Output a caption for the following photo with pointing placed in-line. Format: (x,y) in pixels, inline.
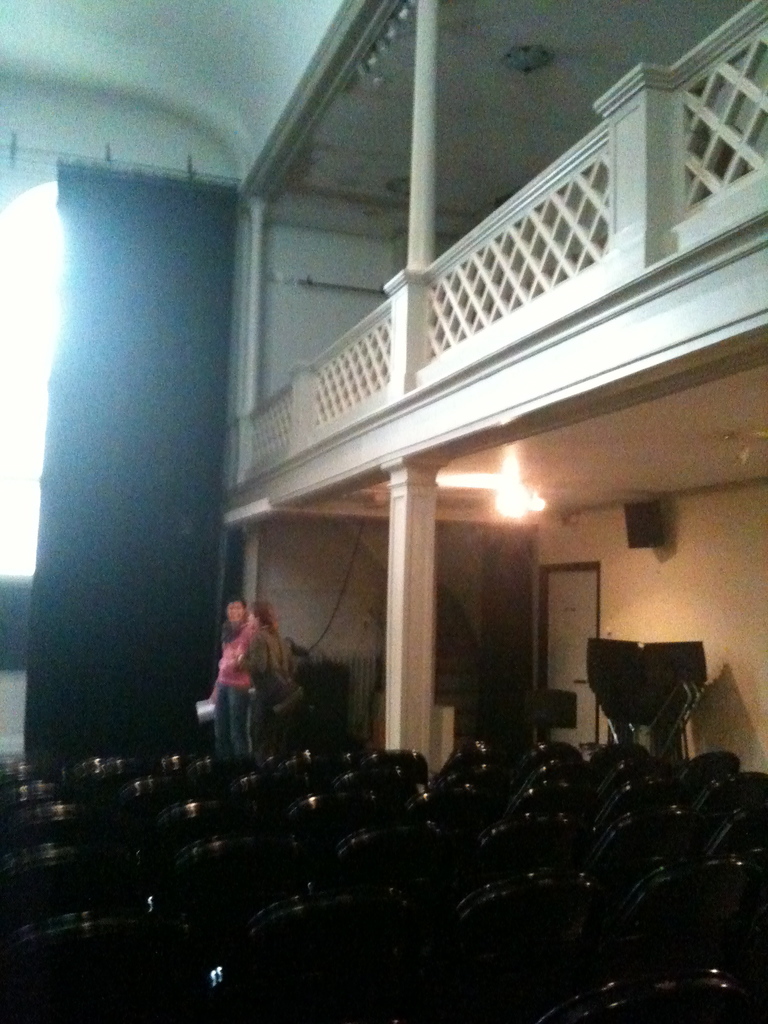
In this image we can see the interior (126,71) of the building (119,60) where there are two people (273,691), a curtain (155,372), few chairs (366,784), a light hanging from the roof (572,493) and some other objects (440,742).
